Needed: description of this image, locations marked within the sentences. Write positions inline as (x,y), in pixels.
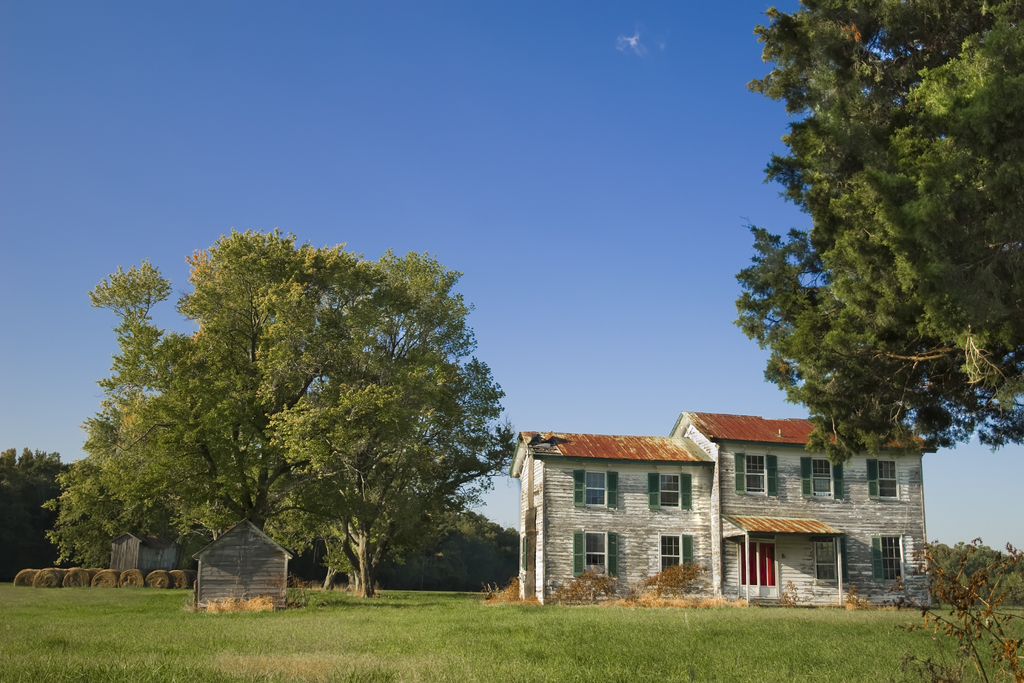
In the image we can see a building (681,536) and the windows (664,484) of the building (647,490). This is a grass (473,649), tree (250,394) and a sky (528,210).
